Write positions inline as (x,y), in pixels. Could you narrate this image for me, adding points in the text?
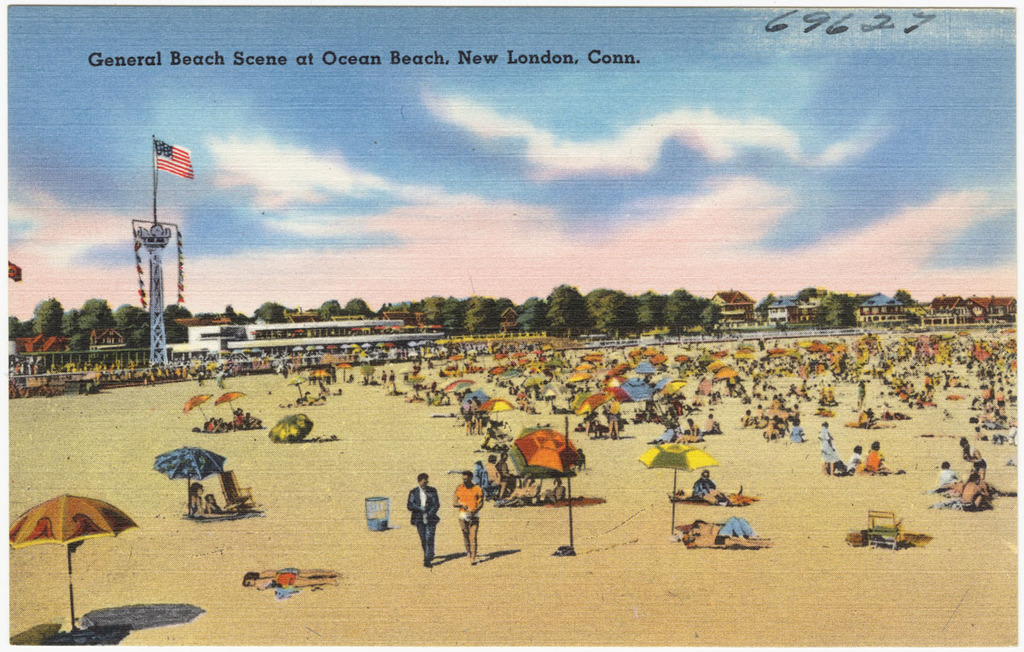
In this image there is a portrait (763,543), in this there are people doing different activities and there are umbrellas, trees (393,310), tower (162,333) on that tower (157,220) there is a flag (189,162) at the top (479,56) there is text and the sky (168,177).
